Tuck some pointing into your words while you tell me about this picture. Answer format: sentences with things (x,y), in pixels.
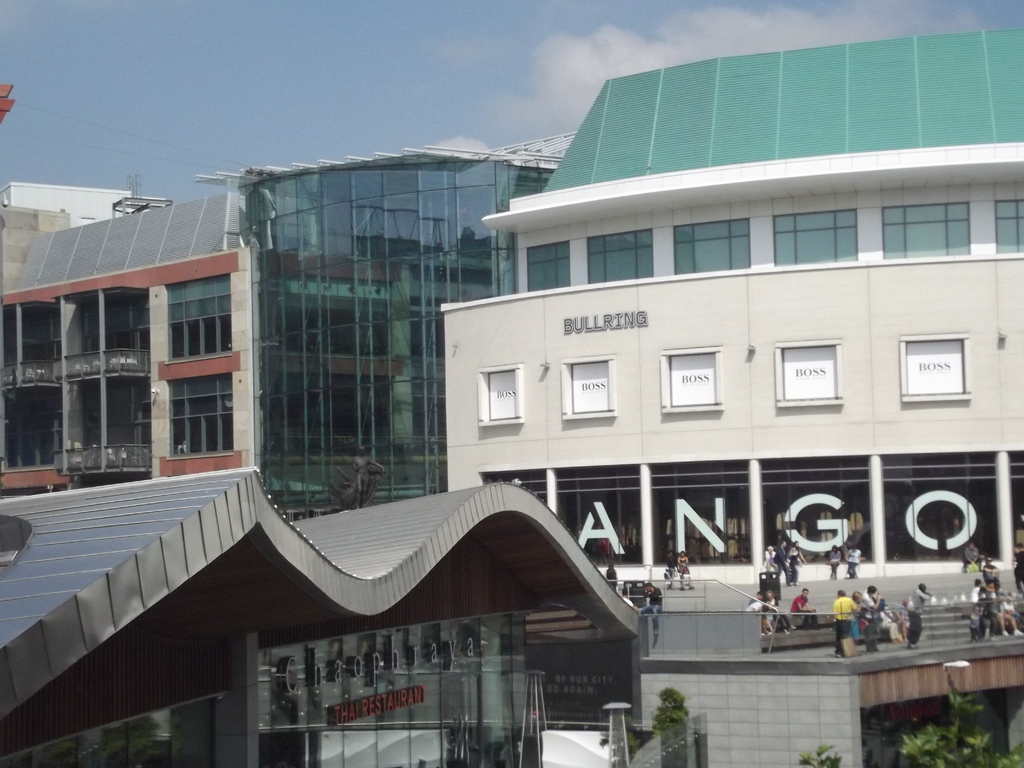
In this picture we can see buildings (502,343) in the background (554,327), on the right side (987,610) there are some people (992,597) standing, we can see trees (941,751) at the right bottom (973,743), we can see windows (217,350) and glasses (323,346) of these buildings (404,298), there is the sky (309,66) at the top of the picture (288,51).
